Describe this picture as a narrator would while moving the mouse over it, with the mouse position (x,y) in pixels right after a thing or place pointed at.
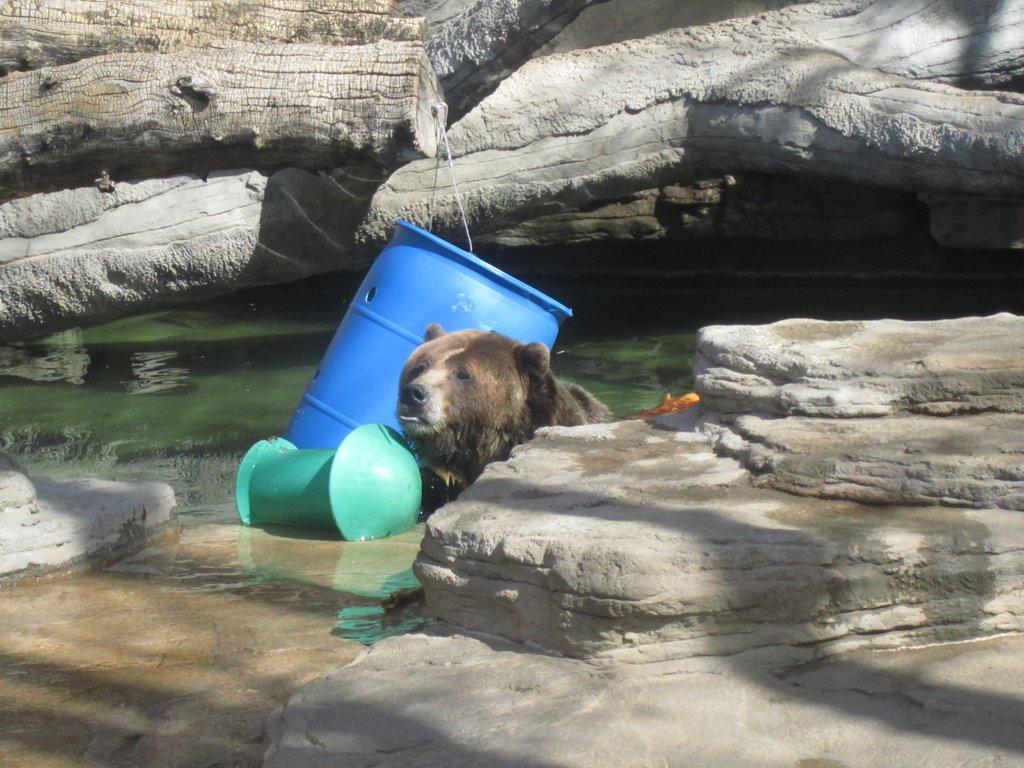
Here in this picture we can see a bear (519,391) present in a pond (206,378), which is full of water (644,330) over there and we can see rock stones (54,515) and logs (379,85) also present and beside it we can see a drum (505,326) and a stool (326,461) present over there.
